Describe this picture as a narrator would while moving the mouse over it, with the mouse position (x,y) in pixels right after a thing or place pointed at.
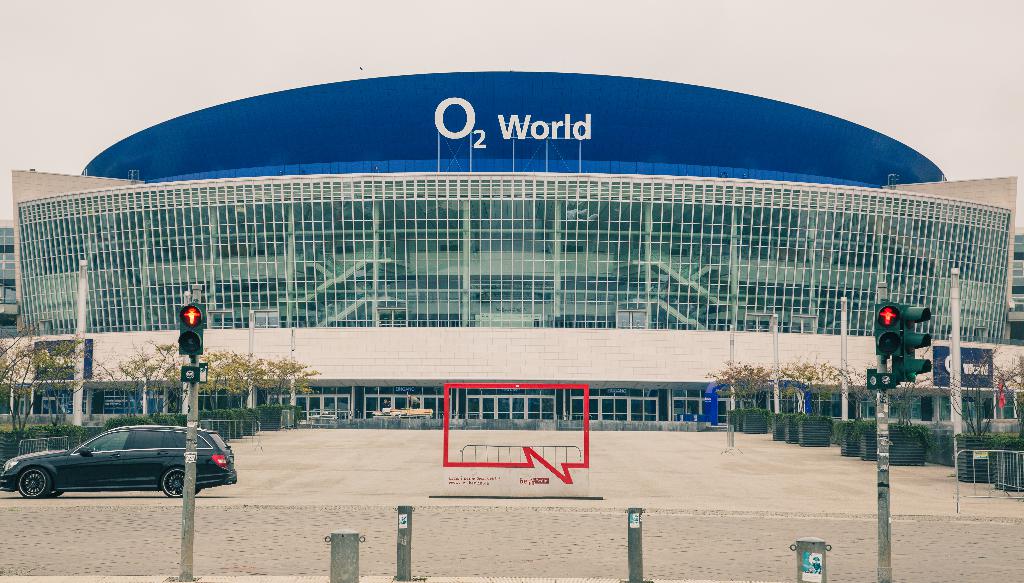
In this image we can see a building (388,226), motor vehicles (138,473) on the road (312,452), fences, bushes (215,409), trees (252,385), traffic poles (197,417), traffic signals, name board (502,466) and sky (64,70).
